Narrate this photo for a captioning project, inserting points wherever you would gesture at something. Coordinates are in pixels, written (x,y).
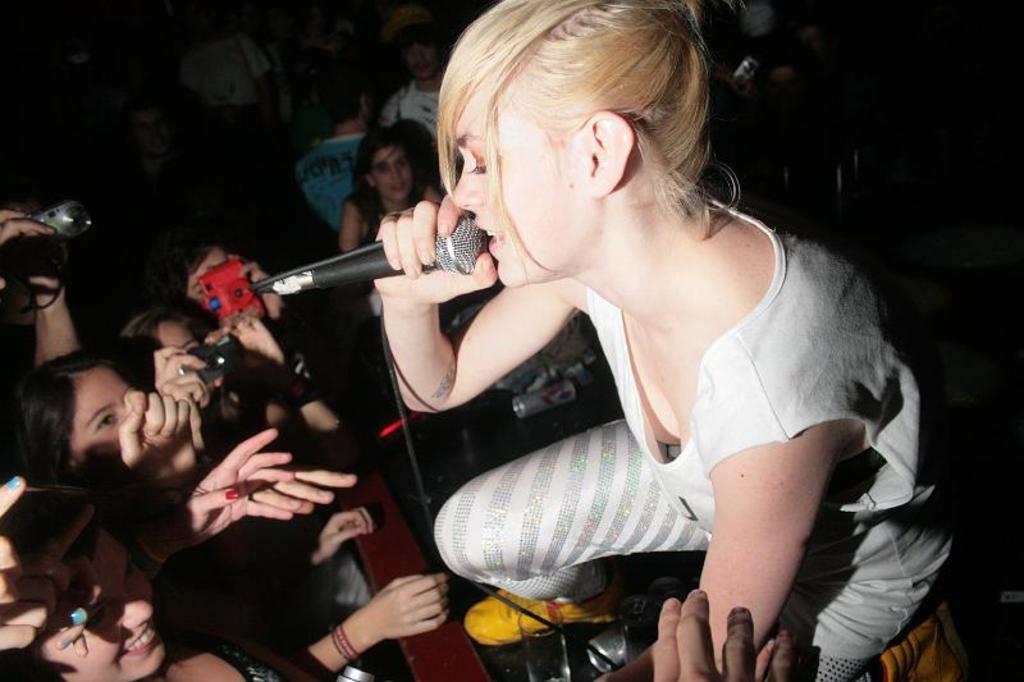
In this picture there is a woman (776,307) singing on the dais (467,434). She wore a white dress (727,382), yellow shoes (488,610) and is holding a microphone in her hand (388,286). On the dais (561,415) there is glass (541,643) and a drink can (554,402). There are spectators (100,457). At the left corner (25,234) there are two people (18,251) holding a camera (207,305) in their hand (228,321).
